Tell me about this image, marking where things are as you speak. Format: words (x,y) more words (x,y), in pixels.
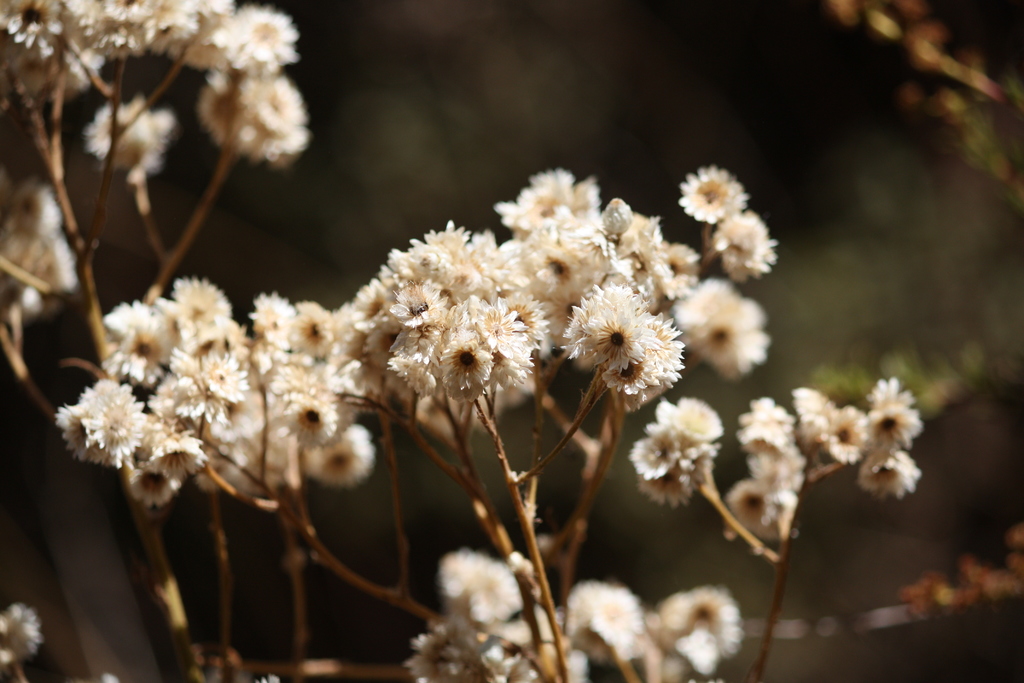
In this image I can see few flowers (687,428) in white color and the background (687,546) is in black and green color.
